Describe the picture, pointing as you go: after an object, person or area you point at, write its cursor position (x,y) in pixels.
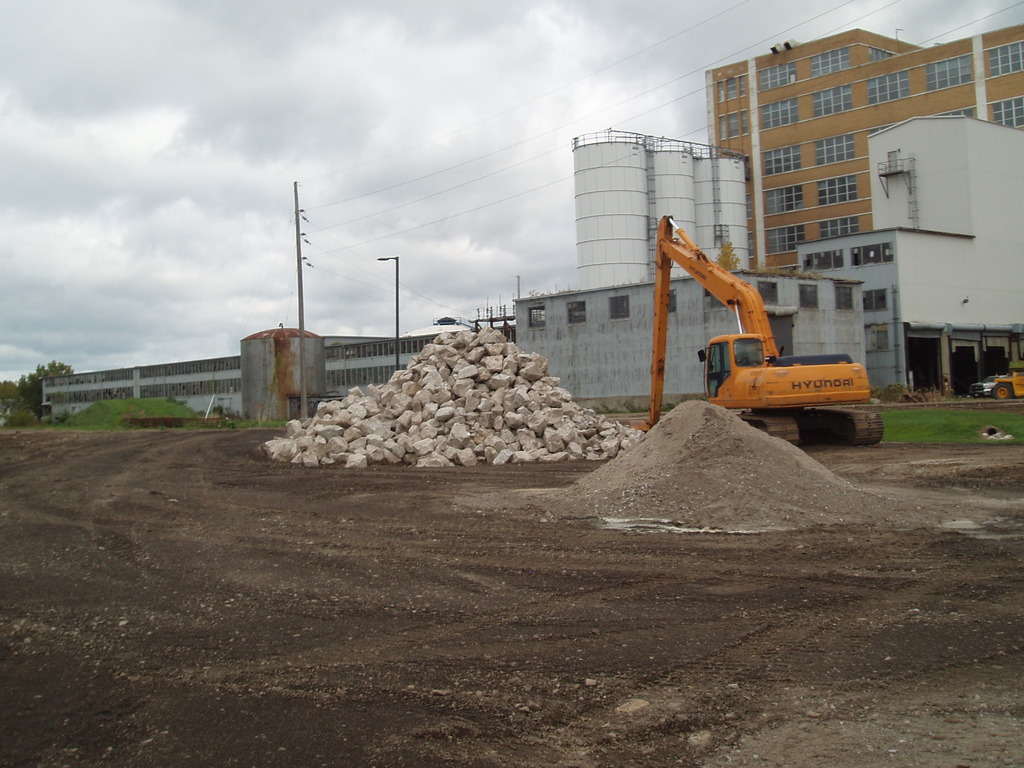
In the image we can see a vehicle (791,392), sand (738,444), stones (585,445), grass (921,423), building (865,265), the windows (834,192) of the building (833,189), electric pole (296,206), electric wires (440,171), trees (14,399) and a cloudy sky (124,70).
